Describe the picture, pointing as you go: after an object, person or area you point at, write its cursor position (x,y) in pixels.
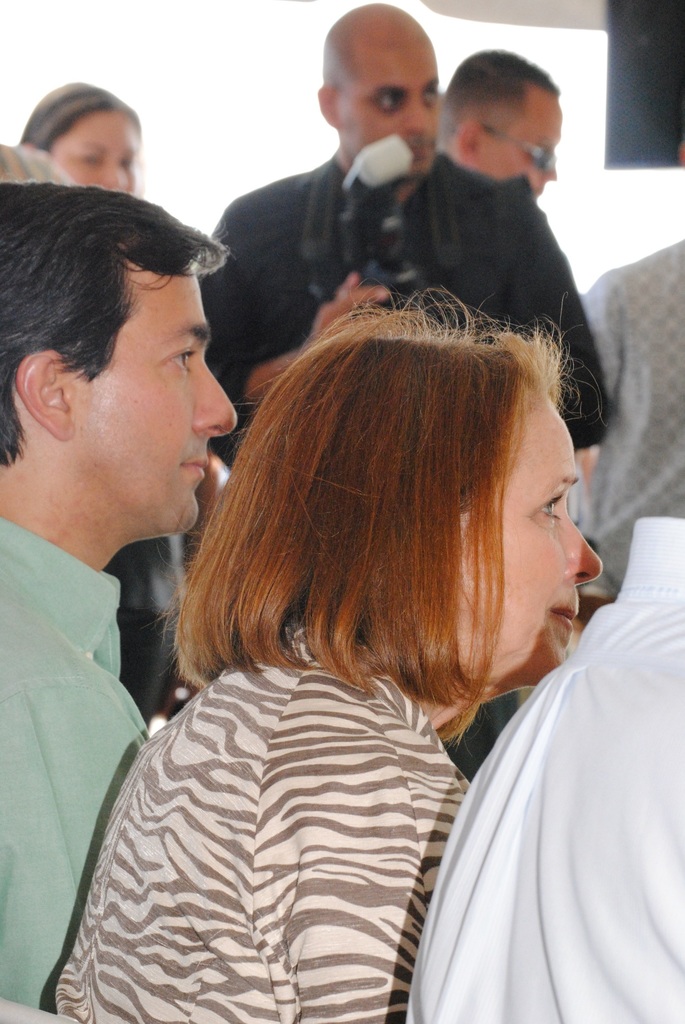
In this picture I can see a man (14,375) and a woman (398,664) in front (117,470) and I see few people (521,266) in the background (422,219) and I see that the man (345,78) in the middle of the picture (290,349) is holding a camera (360,153).
